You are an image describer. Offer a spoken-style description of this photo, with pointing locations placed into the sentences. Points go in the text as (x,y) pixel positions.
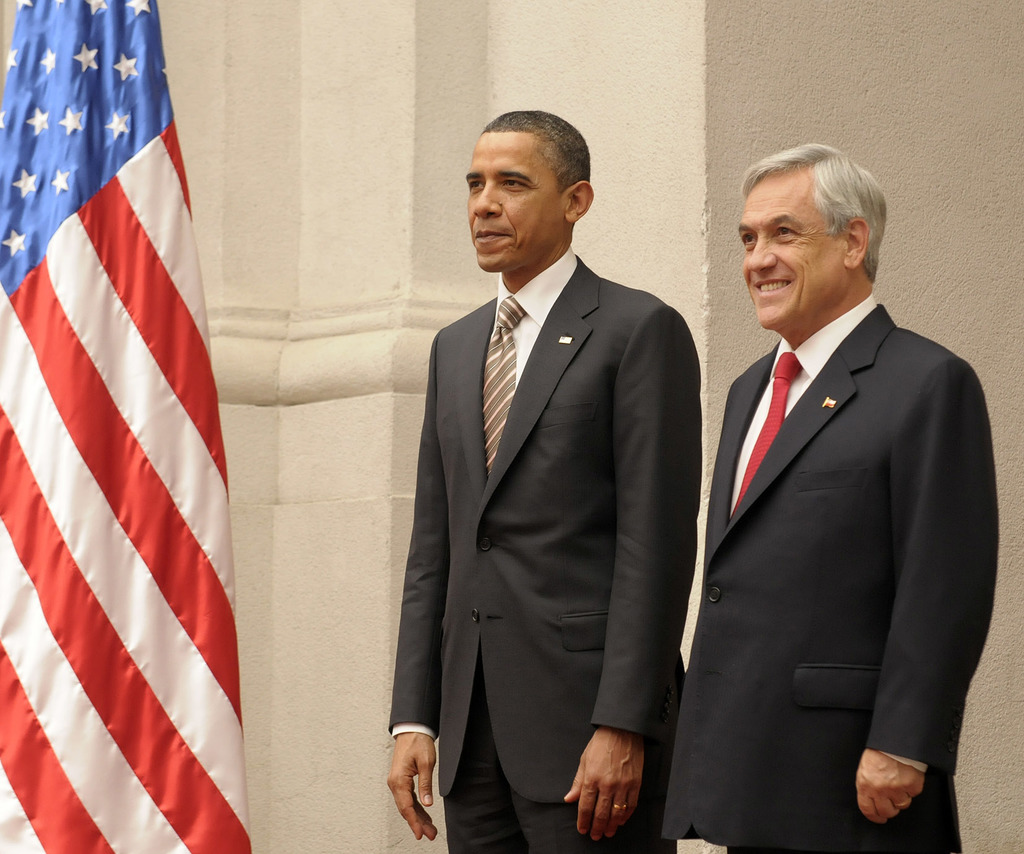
In this picture we can see two men (637,486) wore blazers (561,439), ties (505,402) and standing and smiling, flag (201,399) and in the background (398,141) we can see the wall (348,126).
